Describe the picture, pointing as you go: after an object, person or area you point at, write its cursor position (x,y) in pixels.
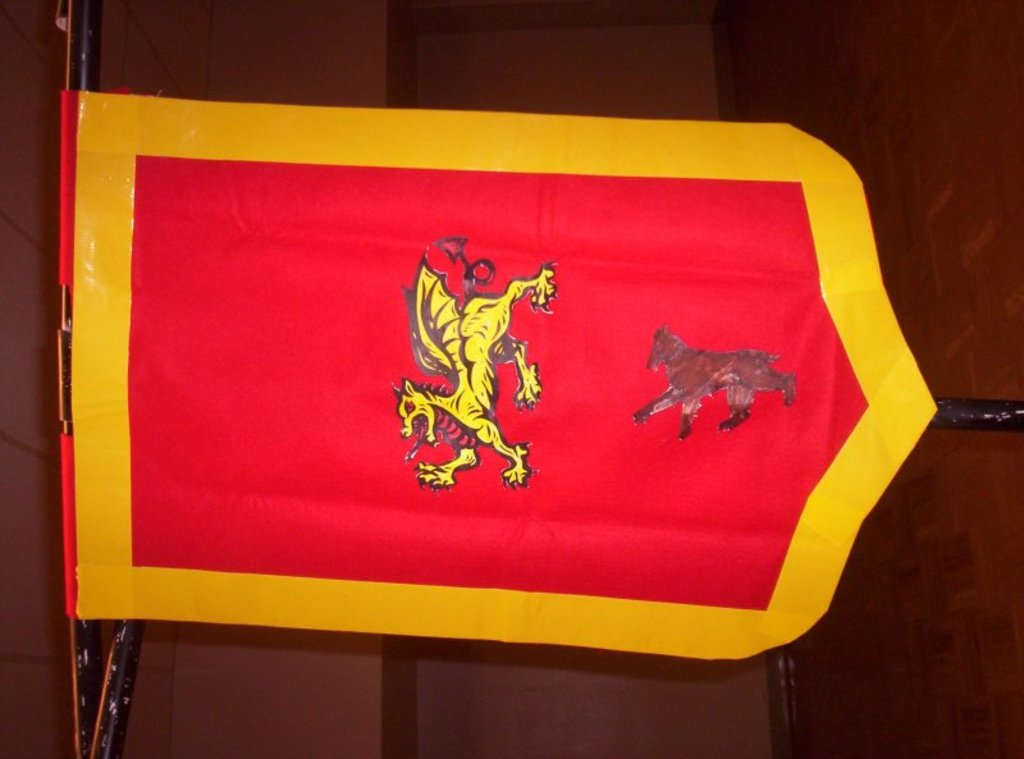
In the picture we can see a flag (152,257) with yellow borders (765,626) and in the middle of it, we can see a red in color with an image of the dragon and behind the flag (872,452) we can see the wall (13,347).
